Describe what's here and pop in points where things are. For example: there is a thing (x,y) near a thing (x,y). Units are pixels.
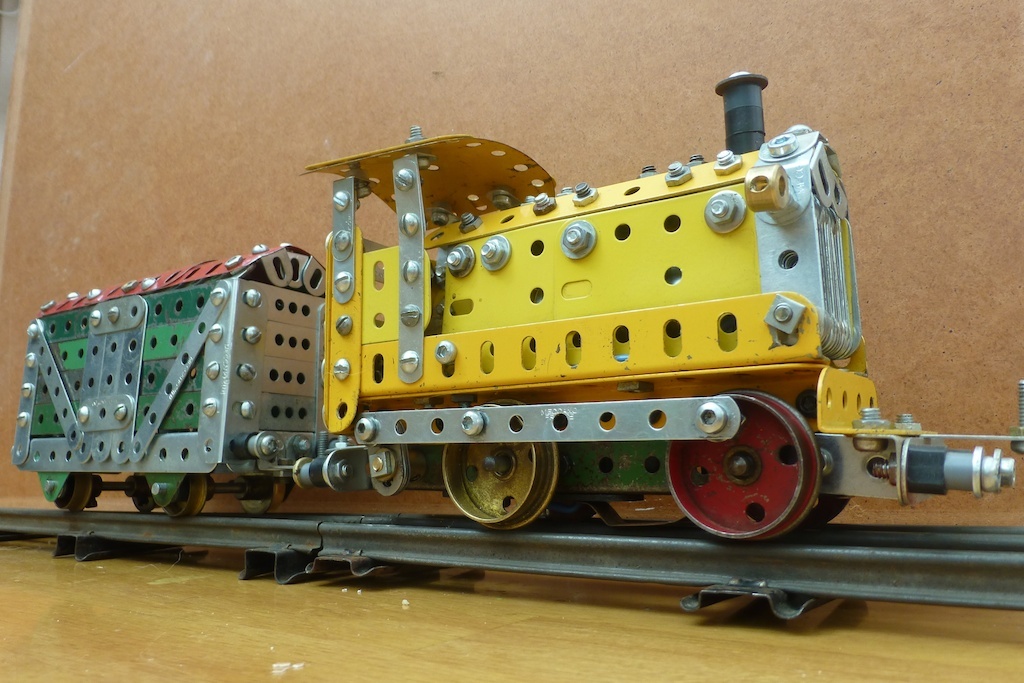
There is a toy train (376,444) present in the middle of this image (464,356) and there is a wall (370,148) in the background (400,121).
